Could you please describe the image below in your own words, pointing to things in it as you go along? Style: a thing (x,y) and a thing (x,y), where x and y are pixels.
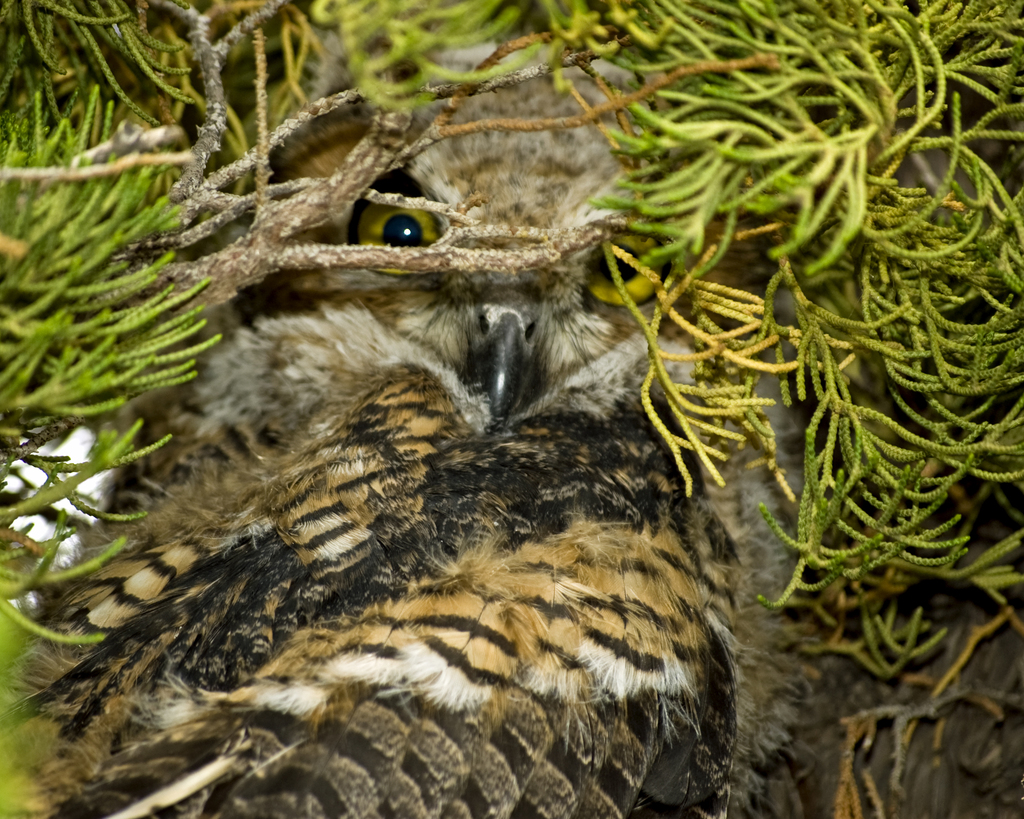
In this image I can see there is an owl (482,471) in between the leaves (686,399) of a tree (515,256) and it has brown feathers (311,681).
